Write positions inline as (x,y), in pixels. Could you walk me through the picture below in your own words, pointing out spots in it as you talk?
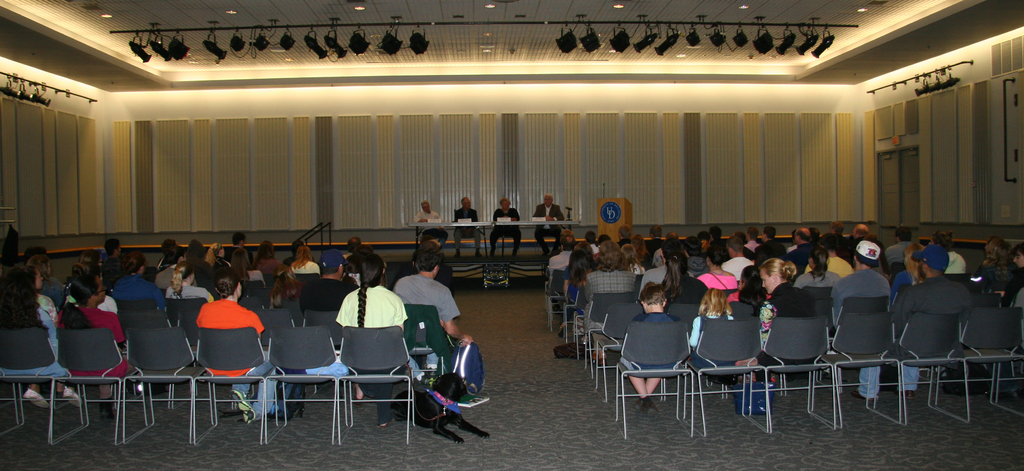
In this image I can see a hall (449,449). People (780,318) are seated on the chairs (708,353). There is a bag (471,378) and a black dog (456,412) sitting on the floor (484,338). Few people (500,213) are sitting on the stage (516,258), at the back (433,219). There are lights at the top (805,52) and there is a door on the right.
